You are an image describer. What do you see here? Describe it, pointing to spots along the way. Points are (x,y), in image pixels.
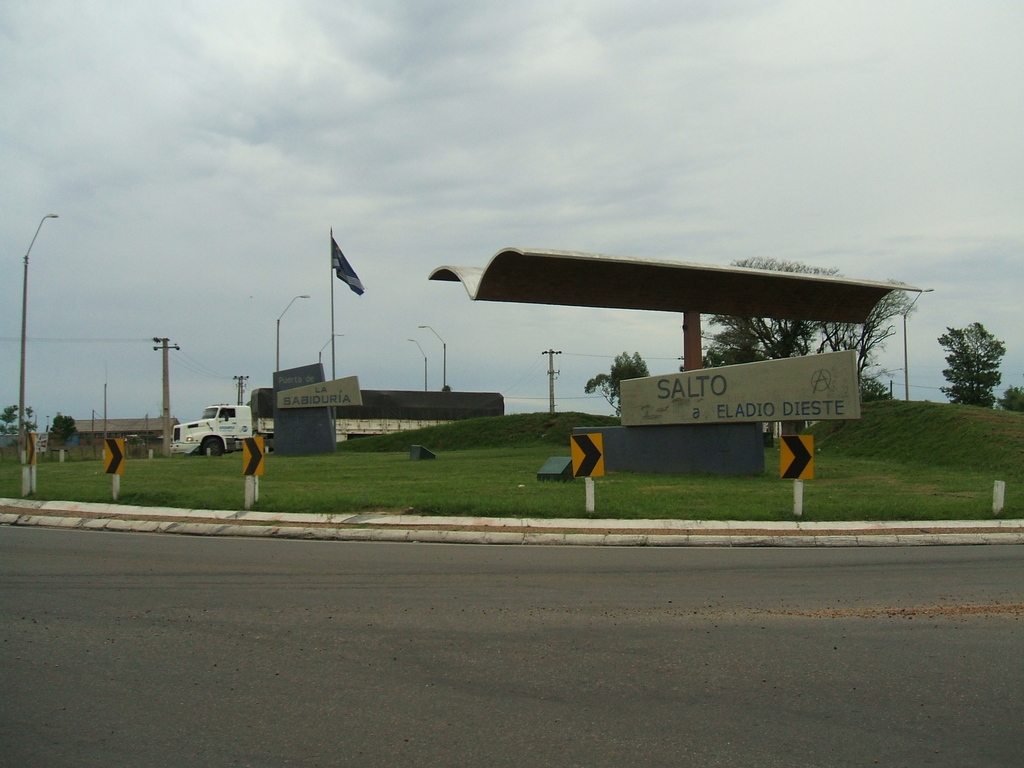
In this image we can see the road surface (404,594), behind the road surface (404,594) there are directional signs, behind the direction signs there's grass (344,470) on the surface (367,462). There are shed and display board (666,400) on the grass surface (540,447), in the background of the image (244,437) there is a truck (196,438), a house (161,437), utility and lamp posts (166,421), a flag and trees (736,341).
